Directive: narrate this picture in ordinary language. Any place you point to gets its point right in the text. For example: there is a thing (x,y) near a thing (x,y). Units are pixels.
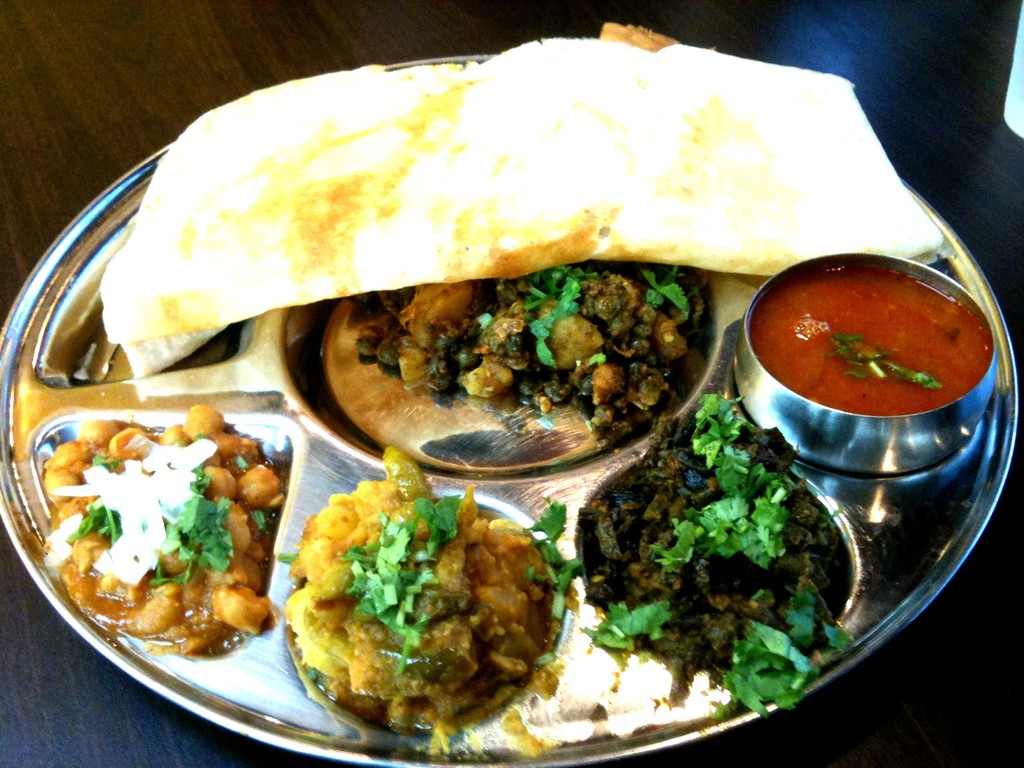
In this image I can see a plate (562,455) which consists of some different food items (399,452). This plate (242,676) is placed on a table (95,727).
